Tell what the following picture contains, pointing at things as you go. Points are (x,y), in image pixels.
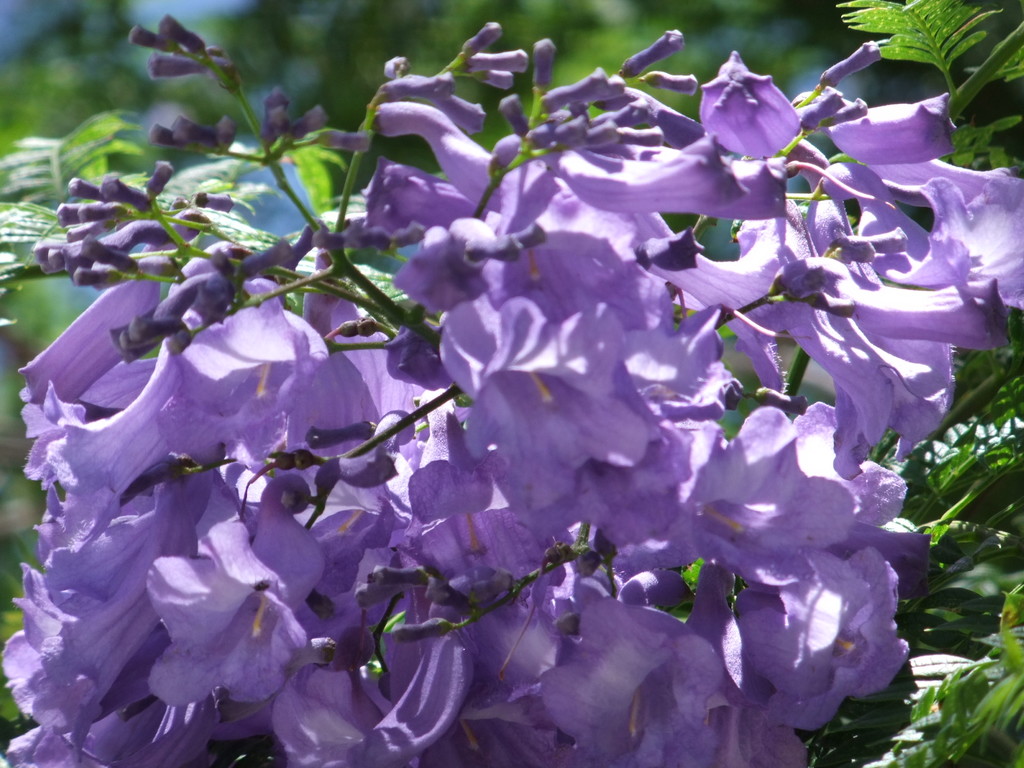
In this image we can see the plants (591,405) with flowers (530,469) and there is the blur background (764,12).
